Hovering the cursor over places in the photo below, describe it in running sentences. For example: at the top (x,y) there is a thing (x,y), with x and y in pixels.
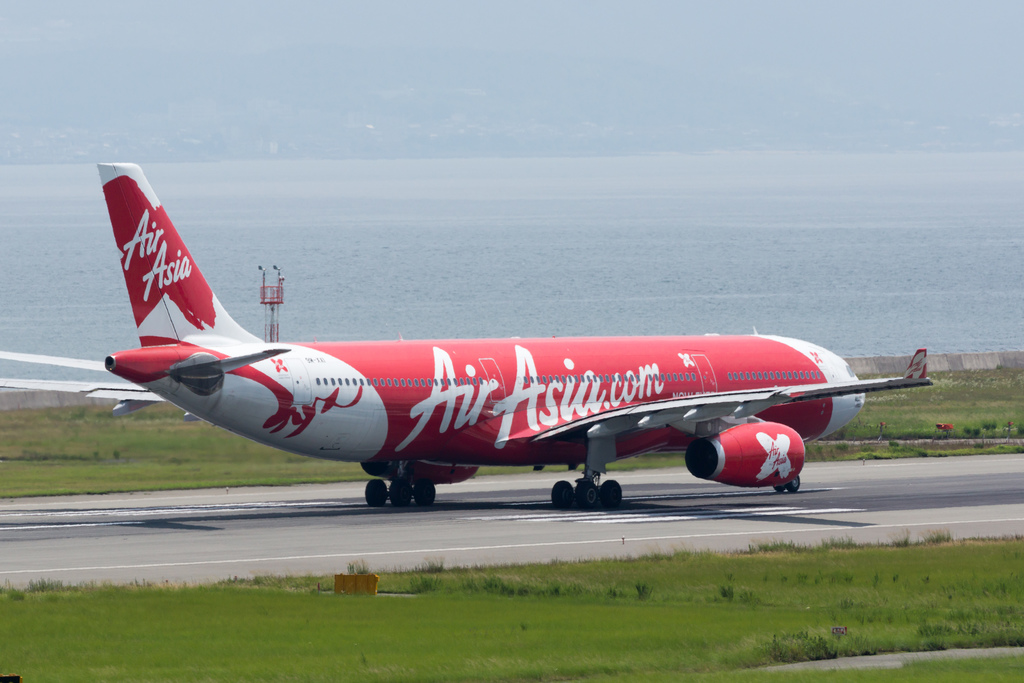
In this picture there is a plane (215,296) on the runway (487,511). On the bottom (488,581) we can see grass (447,672). In the background (462,333) we can see river (867,217). Here we can see tower (261,294). On the top (537,71) background (492,115) we can see mountains (468,85). On the top (783,14) there is a sky (783,14).
